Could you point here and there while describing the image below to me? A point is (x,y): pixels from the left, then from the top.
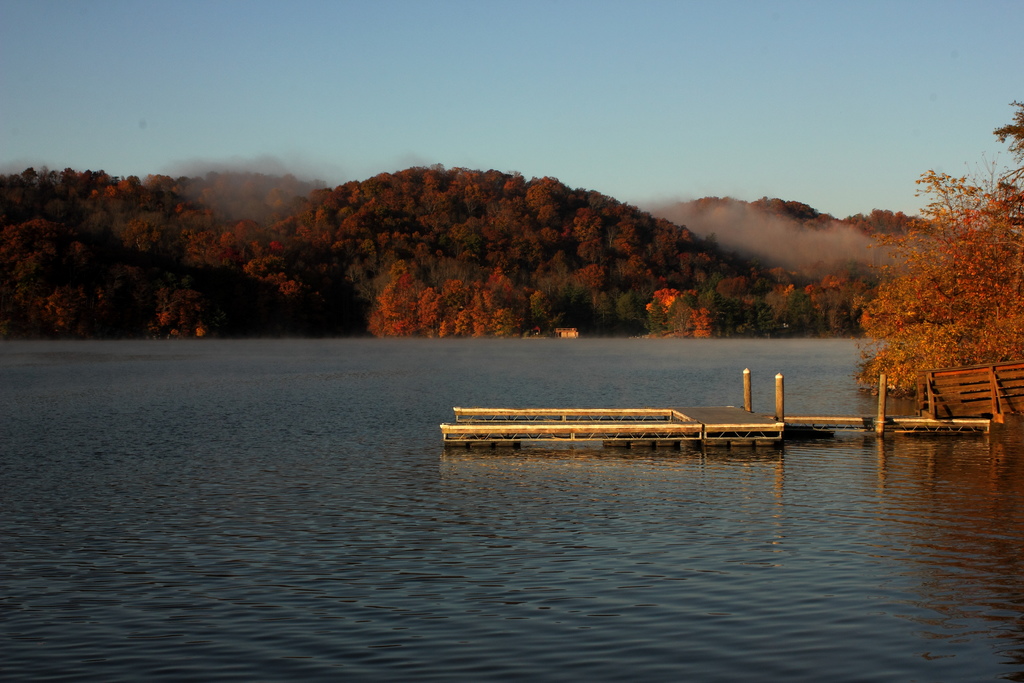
In this image we can see a deck (672,411) with poles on the water (667,461). We can also see some plants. On the backside (770,304) we can see a group of trees (732,317) on the hills (537,334) and the sky (522,119) which looks clear.
